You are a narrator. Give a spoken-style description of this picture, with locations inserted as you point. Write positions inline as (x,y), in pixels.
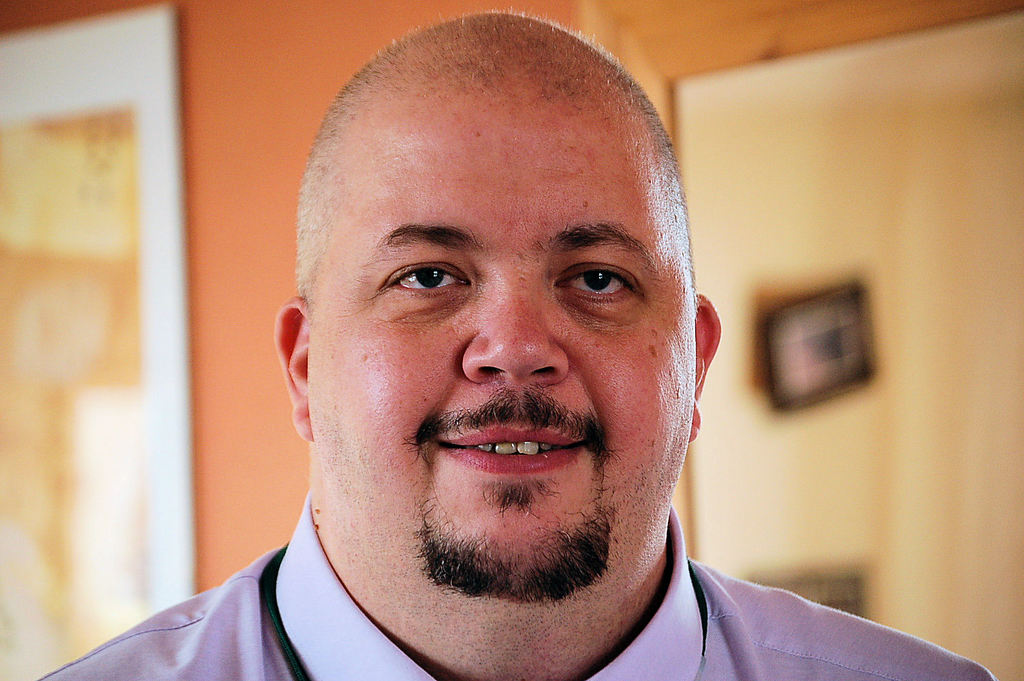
In this image in the foreground (405,281) there is one man (497,409), and in the background (233,515) there is wall (36,12). On the left side of the image (100,162) there is a board (112,298), and there is blurry background (808,336).
